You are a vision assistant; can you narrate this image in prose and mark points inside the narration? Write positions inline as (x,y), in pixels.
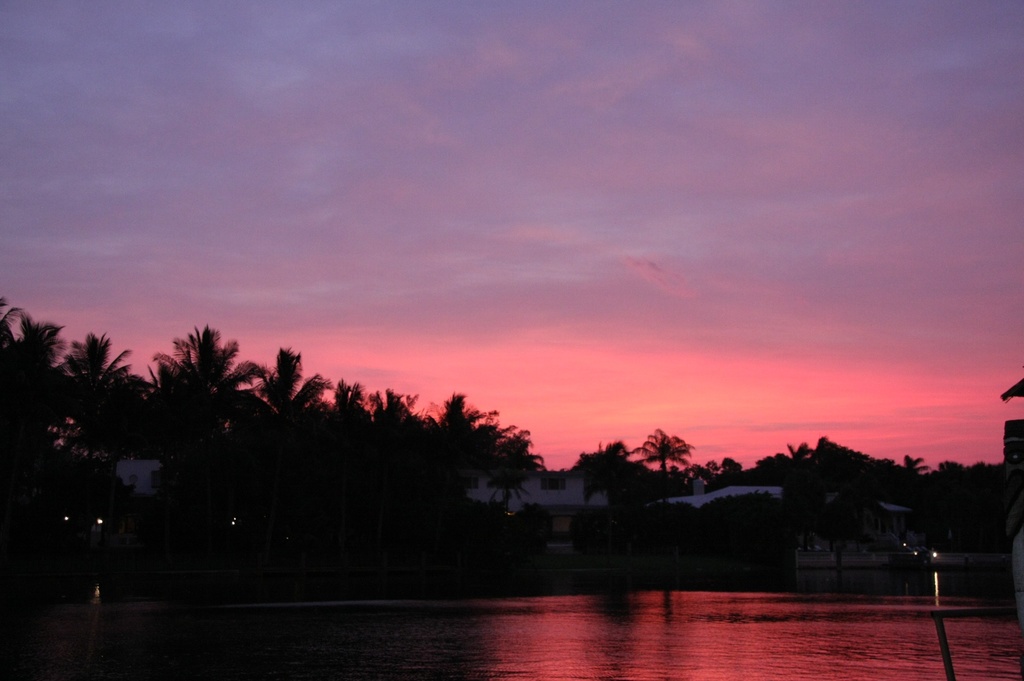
In this picture we can see there are trees (178,541), buildings (681,501) and lights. At the bottom of the image (434,624), there is water (444,651). At the top of the image (386,179), there is the sky (453,149).
